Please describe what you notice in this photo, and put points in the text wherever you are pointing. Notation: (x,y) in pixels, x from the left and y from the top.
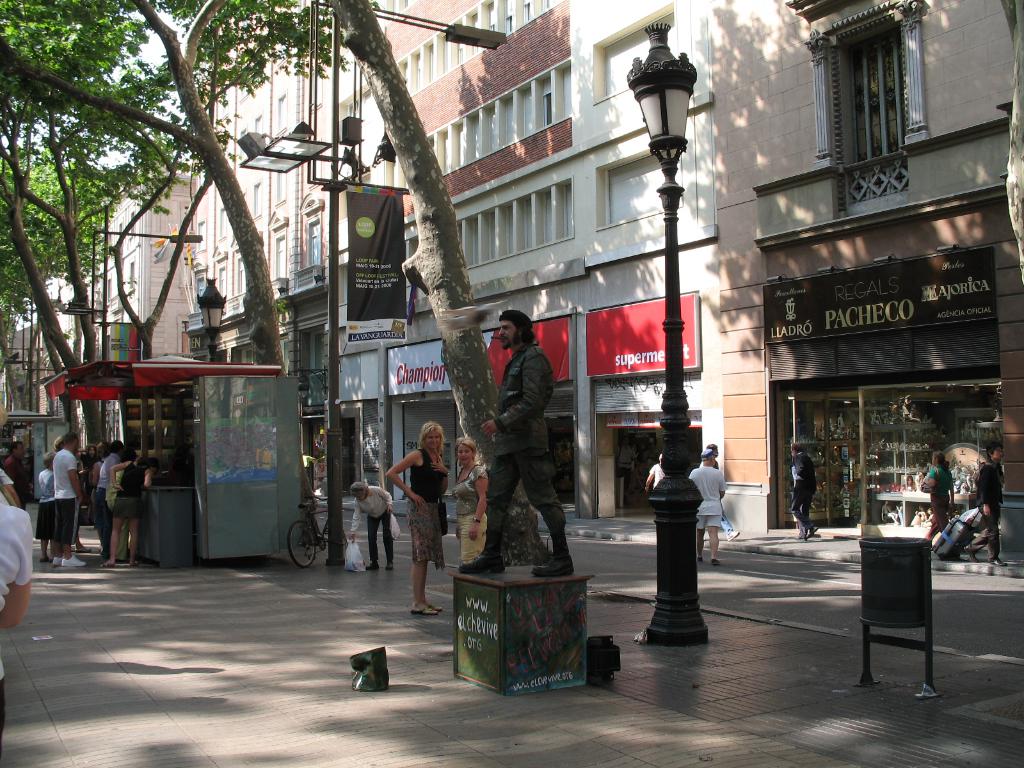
In this image I can see the ground (446,637), a statue of a person (491,434), few black colored poles (674,401), a bin (884,612), a store (213,426) and few persons (136,464) standing in front of it, a bicycle (302,505) and few trees (171,171). I can see few buildings (653,217), few boards (374,280), few persons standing on the sidewalk (162,727) and the sky (163,103) in the background (163,103).
